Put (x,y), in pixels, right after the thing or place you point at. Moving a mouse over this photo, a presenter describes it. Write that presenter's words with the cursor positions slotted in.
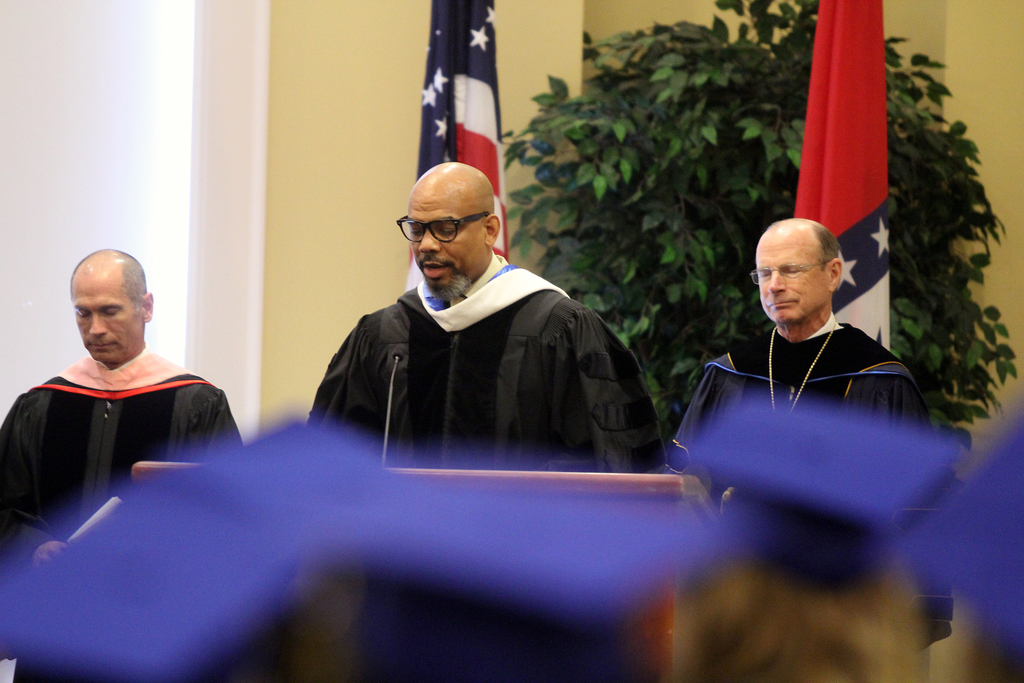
In this image I can see 3 people (402,370) standing in the center (401,332), wearing black dress (389,348). There is a microphone (398,358) in front of them. There is a plant (648,215) and 2 flags (839,52) behind them. There is yellow and white wall (275,243) at the back (287,196).
